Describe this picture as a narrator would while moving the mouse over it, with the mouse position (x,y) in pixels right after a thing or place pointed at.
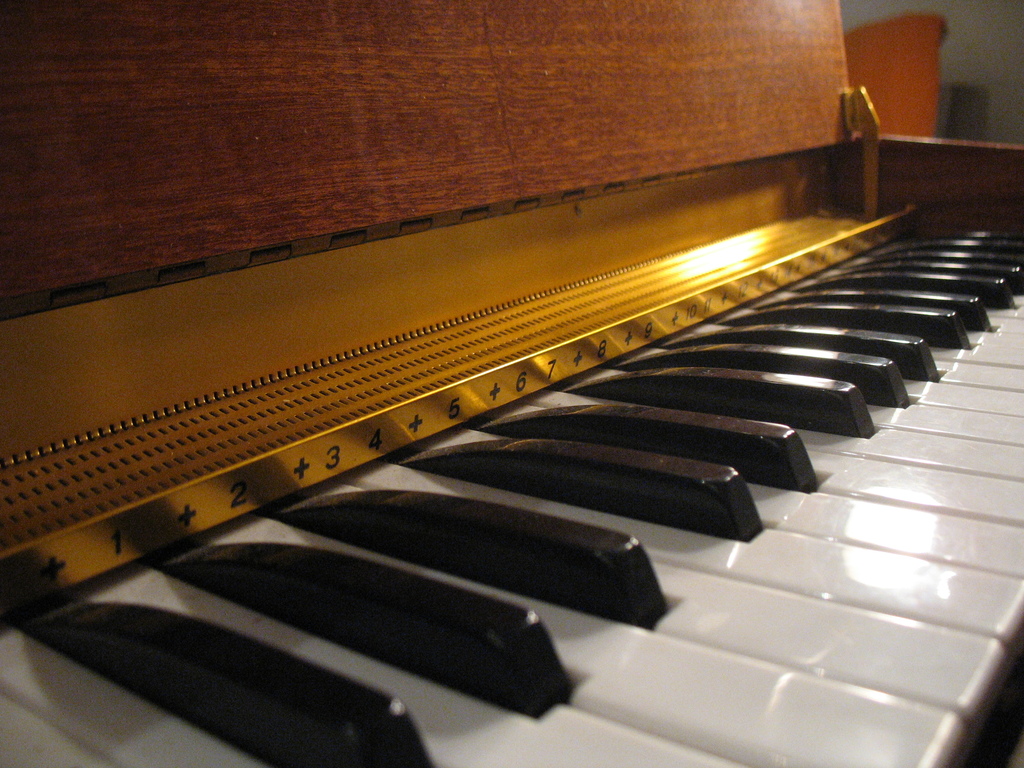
In this image I can see the piano buttons (699,536).
